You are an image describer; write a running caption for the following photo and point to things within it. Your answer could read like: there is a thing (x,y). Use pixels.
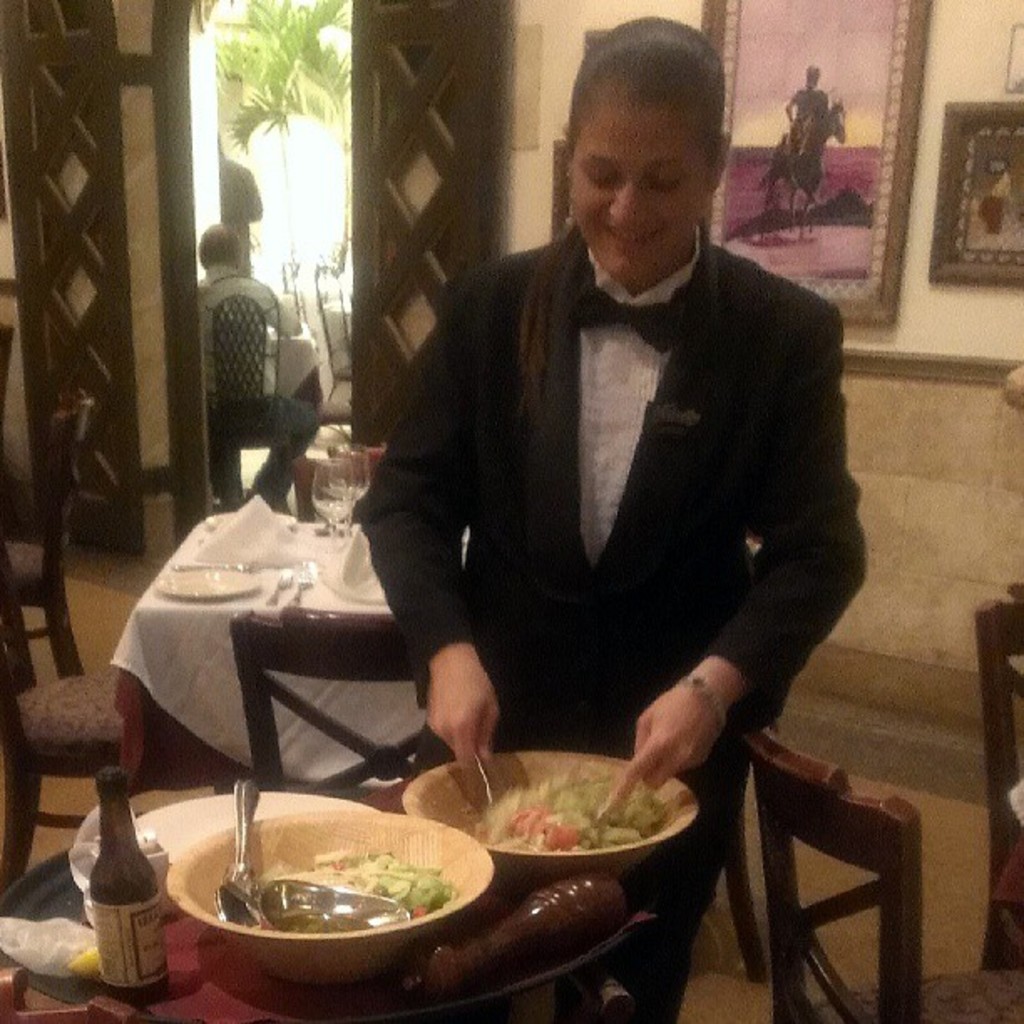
This woman (726,375) in black suit (653,533) is standing. In-front of this woman (663,567) there is a table (42,992), on a table (35,984) there is a plate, bowls (394,827), spoon (248,890) and bottle (118,890). A pictures (753,184) on a wall (988,50). This are chairs (67,752). Outside of this door (450,179) there are plants (290,116). Persons (276,442) are sitting on a chair (218,326).
